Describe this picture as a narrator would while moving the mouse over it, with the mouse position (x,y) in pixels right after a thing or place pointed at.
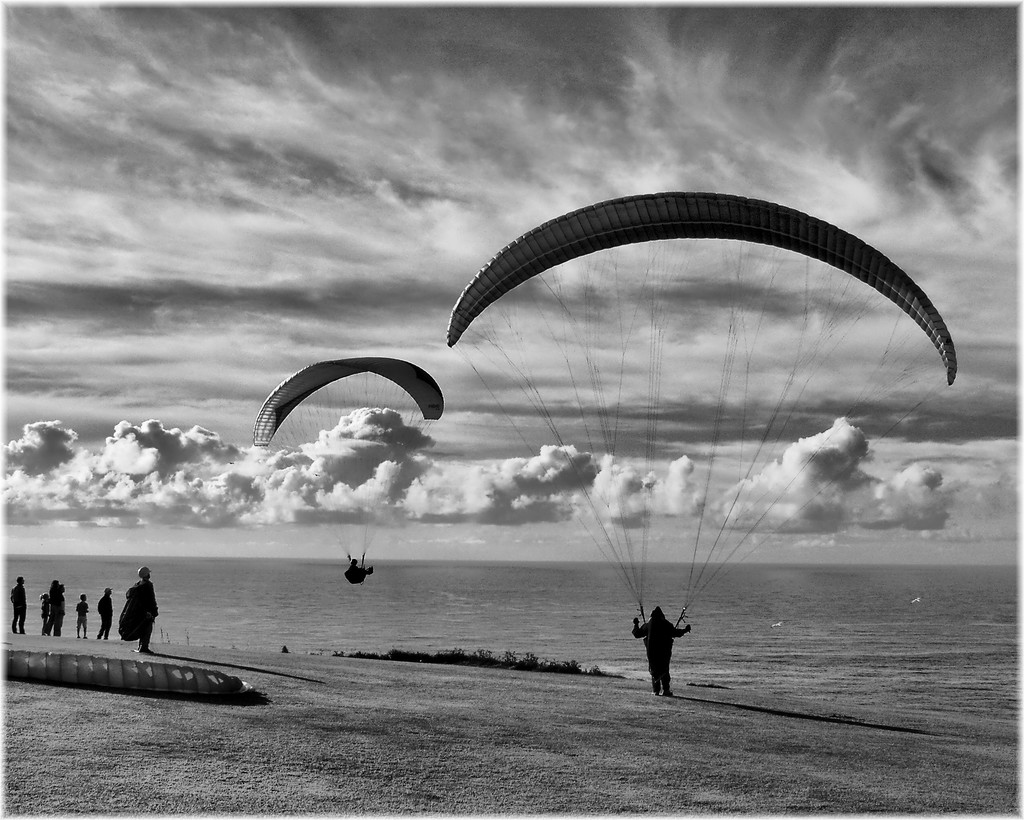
This is a black and white picture. Here we can see two persons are paragliding. This is water (462,618) and there are few persons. In the background (460,442) we can see sky (604,458) with clouds (464,404).
